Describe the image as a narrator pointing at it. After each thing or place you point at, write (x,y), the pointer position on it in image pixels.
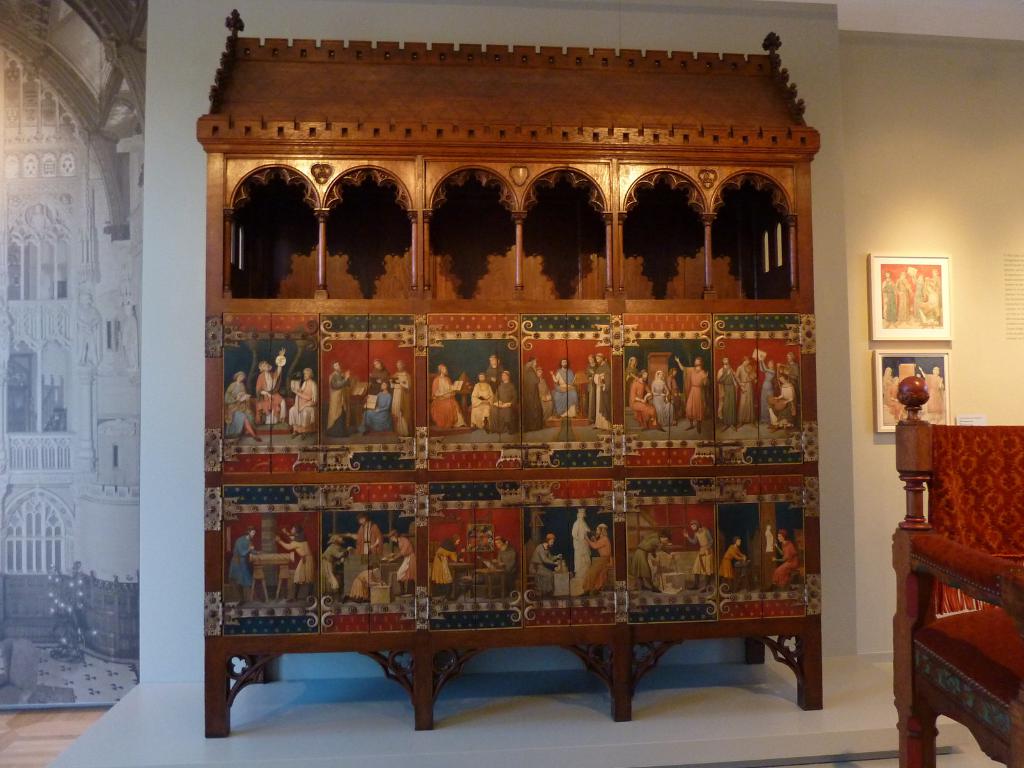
In the picture we can see a wooden rack (699,617) with some designs (728,613) to it and besides to it, we can see a wooden chair (934,599) and into the wall (840,251) we can see photo frames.
